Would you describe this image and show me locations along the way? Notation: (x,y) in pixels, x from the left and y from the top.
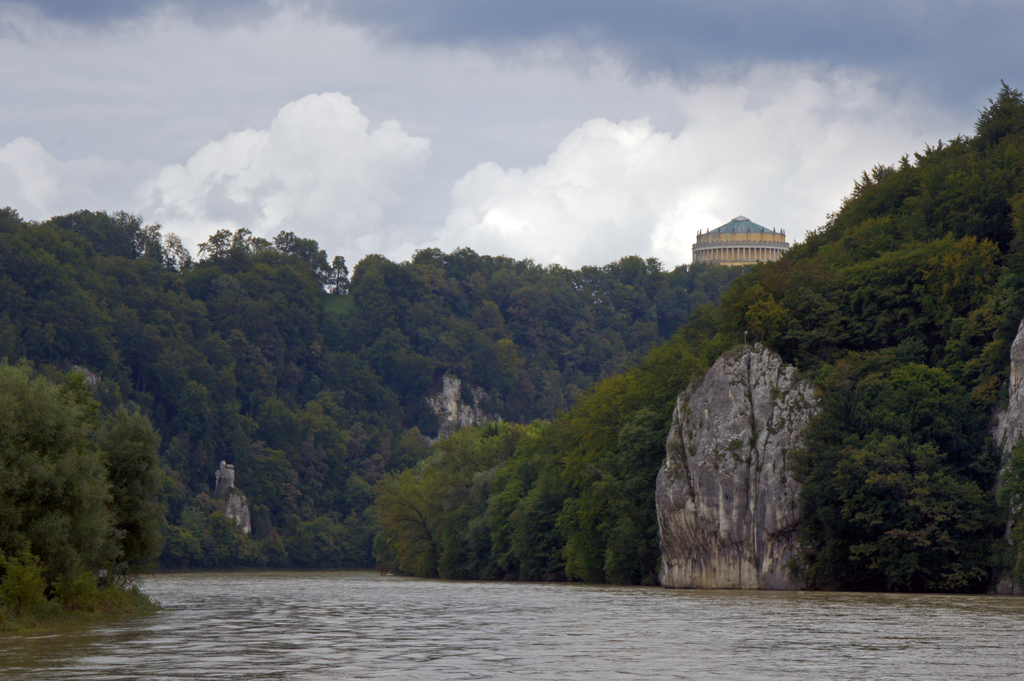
In the picture I can see water (539,645) and there are few rocks (721,423), trees (585,437) and a building (727,236) in the background (758,234) and the sky (634,193) is cloudy.
